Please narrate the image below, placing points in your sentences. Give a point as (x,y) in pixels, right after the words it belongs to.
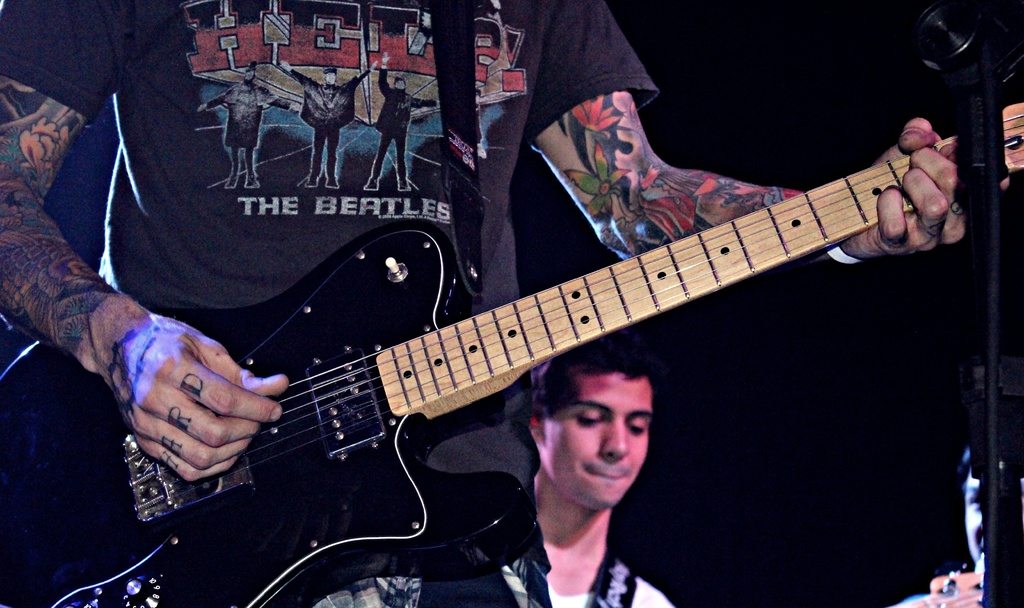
In this image I see a person (458,582) who is holding the guitar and In the background (554,391) I see a man (547,368).
